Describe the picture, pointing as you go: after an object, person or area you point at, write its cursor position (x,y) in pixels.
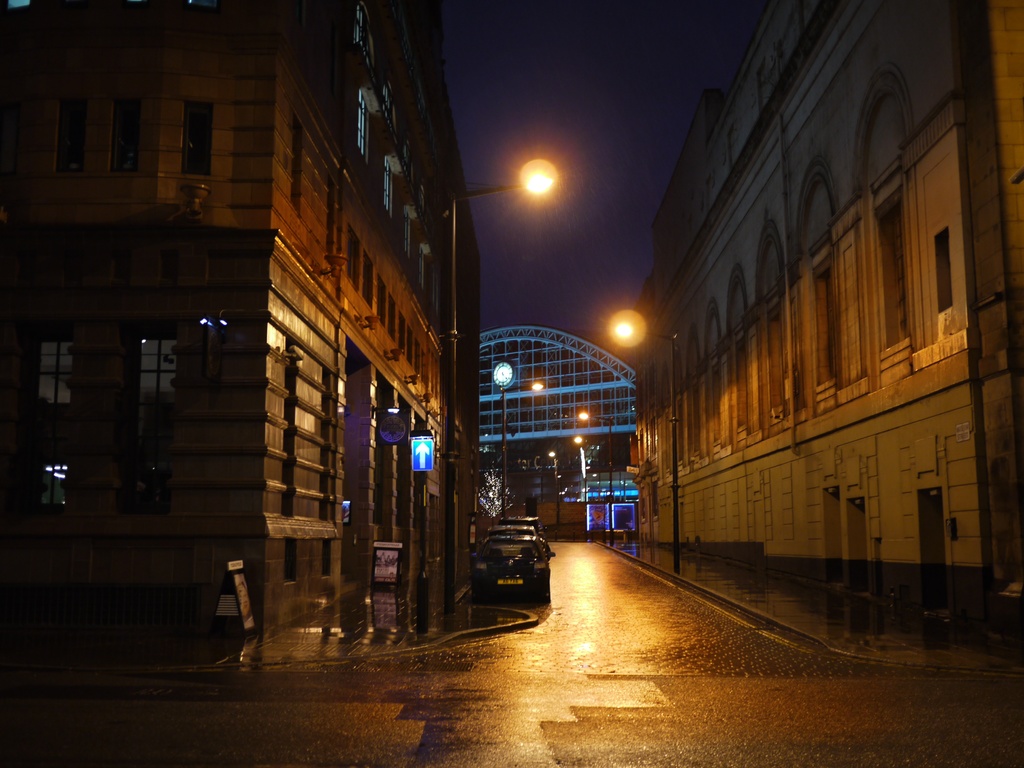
As we can see in the image there are buildings (512,359), vehicles (543,552), street lamps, clock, water (548,630) and sky (629,163). The image is little dark.
